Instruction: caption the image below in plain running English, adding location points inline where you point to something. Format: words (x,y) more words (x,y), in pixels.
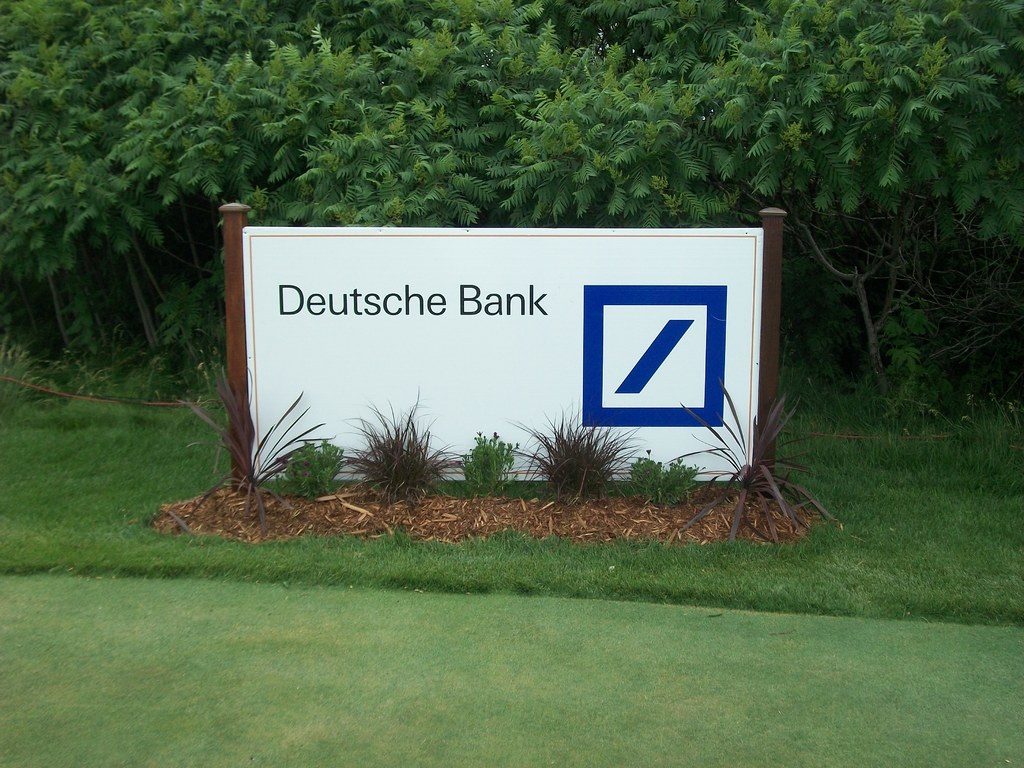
In this picture I can see a name board (529,479), there are plants (252,481), grass (4,595), and in the background (978,357) there are trees (864,16).
